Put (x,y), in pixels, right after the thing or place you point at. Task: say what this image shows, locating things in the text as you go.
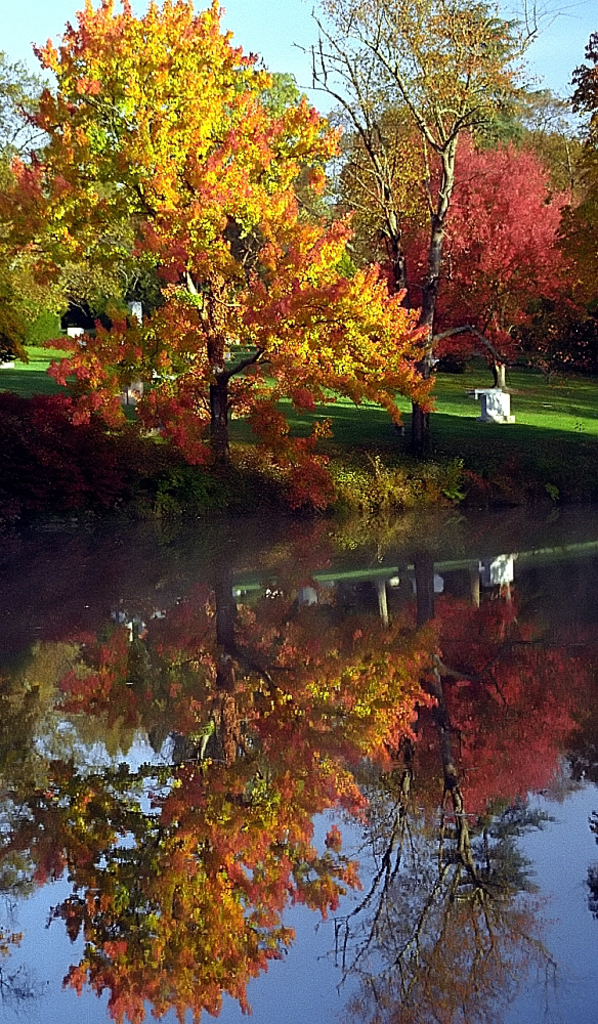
As we can see in the image there is water (333,773), grass (6,382), few trees (368,257) and at the top (565,11) there is sky (567,22).
